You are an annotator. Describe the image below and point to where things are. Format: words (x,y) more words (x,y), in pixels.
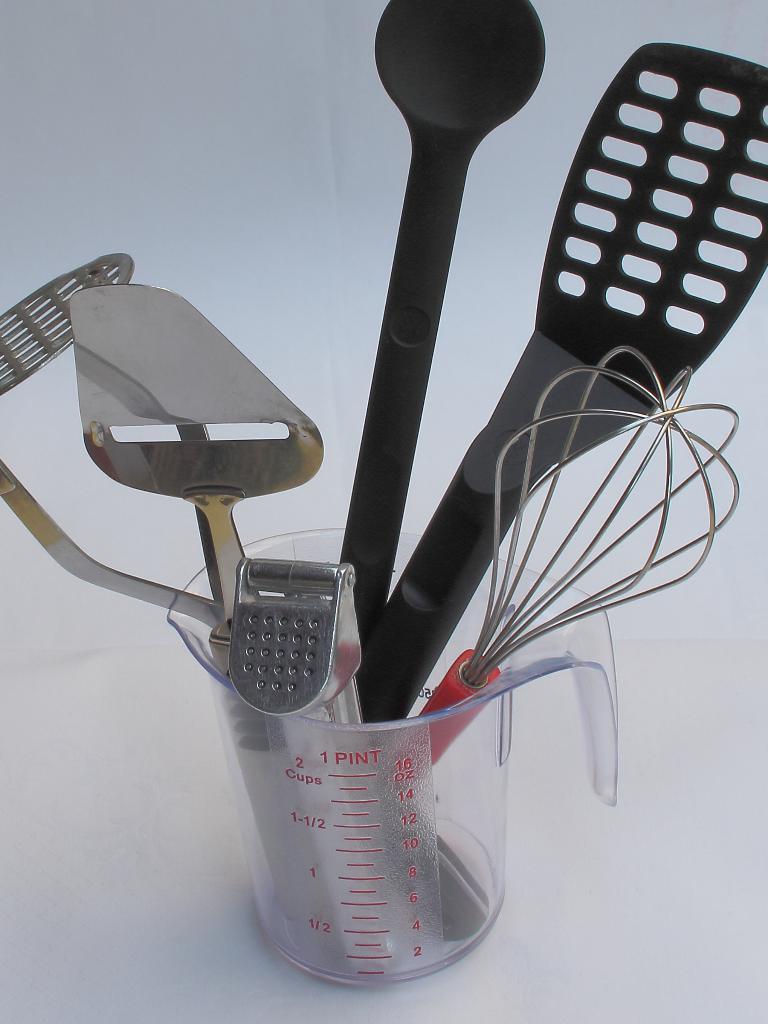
In the center of the image (291,445) we can see a mug (299,721) is present on the surface (667,842) which contains spatulas (461,547) and turner (483,547).
